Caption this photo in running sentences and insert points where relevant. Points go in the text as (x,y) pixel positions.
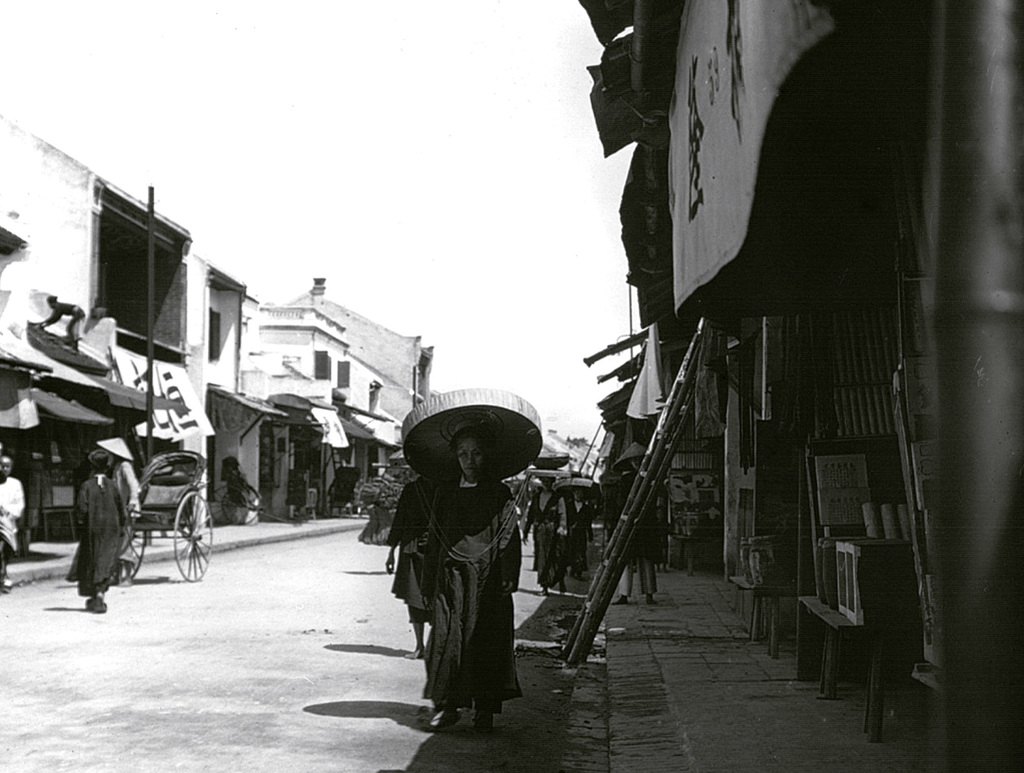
This is a black and white image and here we can see people (474,455) and there are hats (502,445) on their heads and we can see a person (135,499) wearing a hat (127,462) and there are some vehicles (204,526) and a rickshaw (172,528) on the road (217,656). In the background (115,360), there are buildings (248,352), poles (659,443), banners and we can see some tables (824,613) and chairs (771,616). At the top (506,244), there is sky (212,81).
